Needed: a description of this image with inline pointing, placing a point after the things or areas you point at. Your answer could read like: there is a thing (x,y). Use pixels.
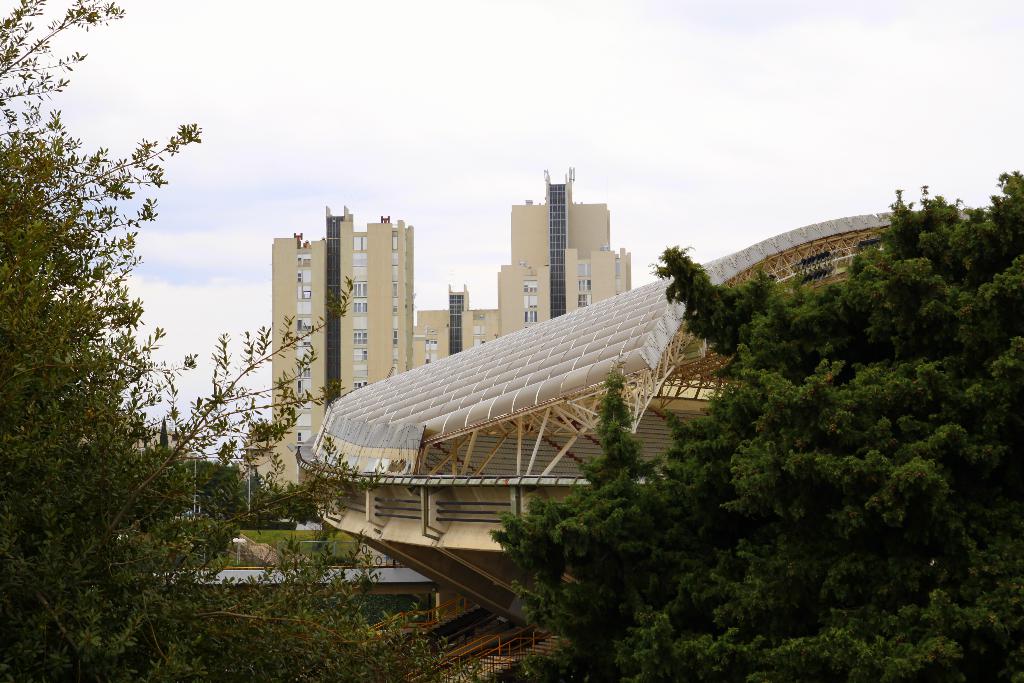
In front of the image there are trees (11,222). Behind the trees (287,565) there is a stadium (564,435) with steps (657,415), railing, pillars (639,398) and also there is a ceiling (401,395). In the background (379,326) there are buildings (306,295). At the top of the image (557,101) there is sky (538,145).
